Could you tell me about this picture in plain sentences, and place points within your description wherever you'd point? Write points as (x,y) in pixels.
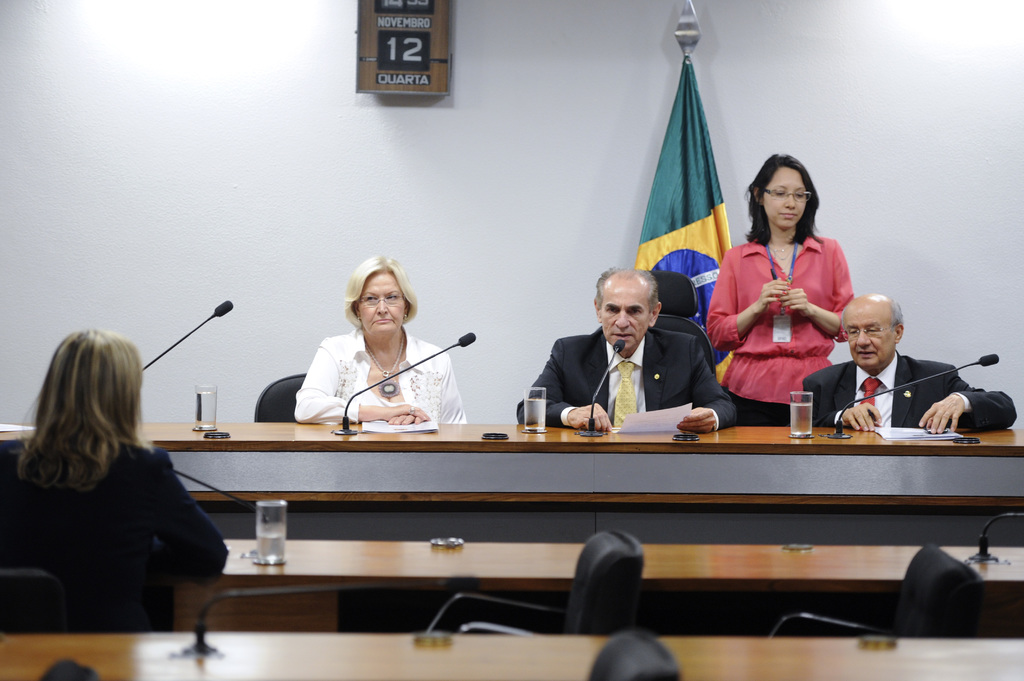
In this image there are group of persons (99,568) sitting in chair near the podium (525,433), and on table (546,438) there are glasses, microphones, papers (685,407) and at back side there is a woman (749,348) standing, a flag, frame (360,66) or a calendar (393,91) attached to wall (337,97).
